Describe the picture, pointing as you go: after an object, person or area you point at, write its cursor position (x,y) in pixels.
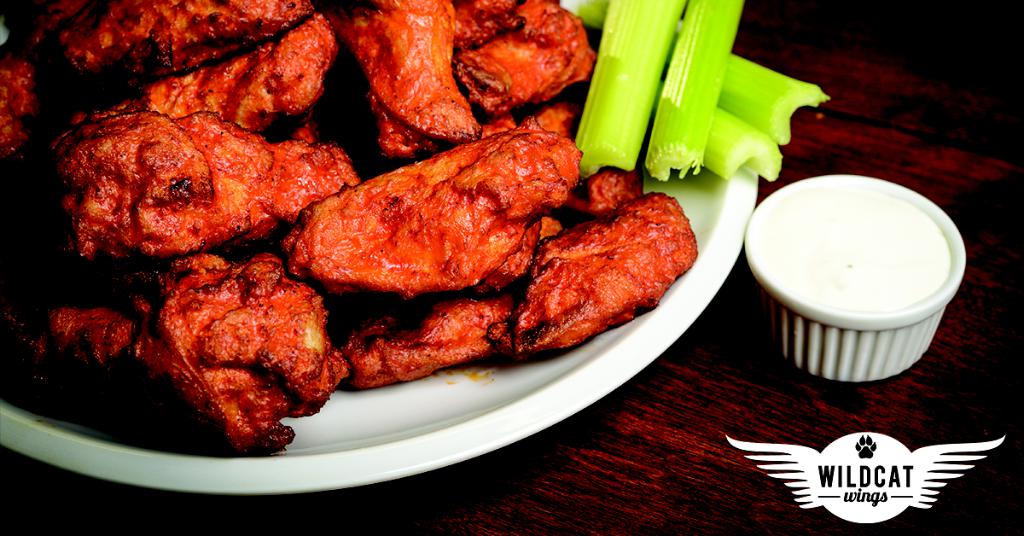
In this picture we can see a wooden surface (635,498), there is a plate (560,409) and a cup (810,318), we can see some food (307,311) in this plate (570,394), at the right bottom (918,507) there is a logo (871,498) and some text (864,486).
